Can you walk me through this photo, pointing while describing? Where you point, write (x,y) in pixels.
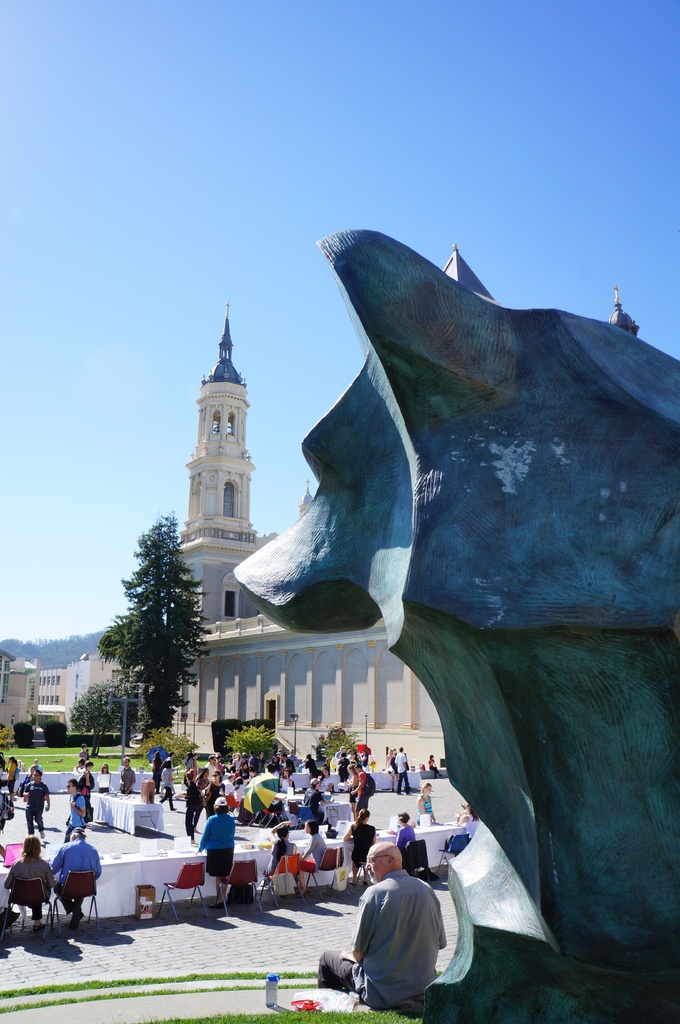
In the image we can see there are people (35,856) sitting on the chair (443,859) and there is a person (383,912) sitting near the statue (598,602). There are trees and there are buildings (340,690). There is a clear sky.
